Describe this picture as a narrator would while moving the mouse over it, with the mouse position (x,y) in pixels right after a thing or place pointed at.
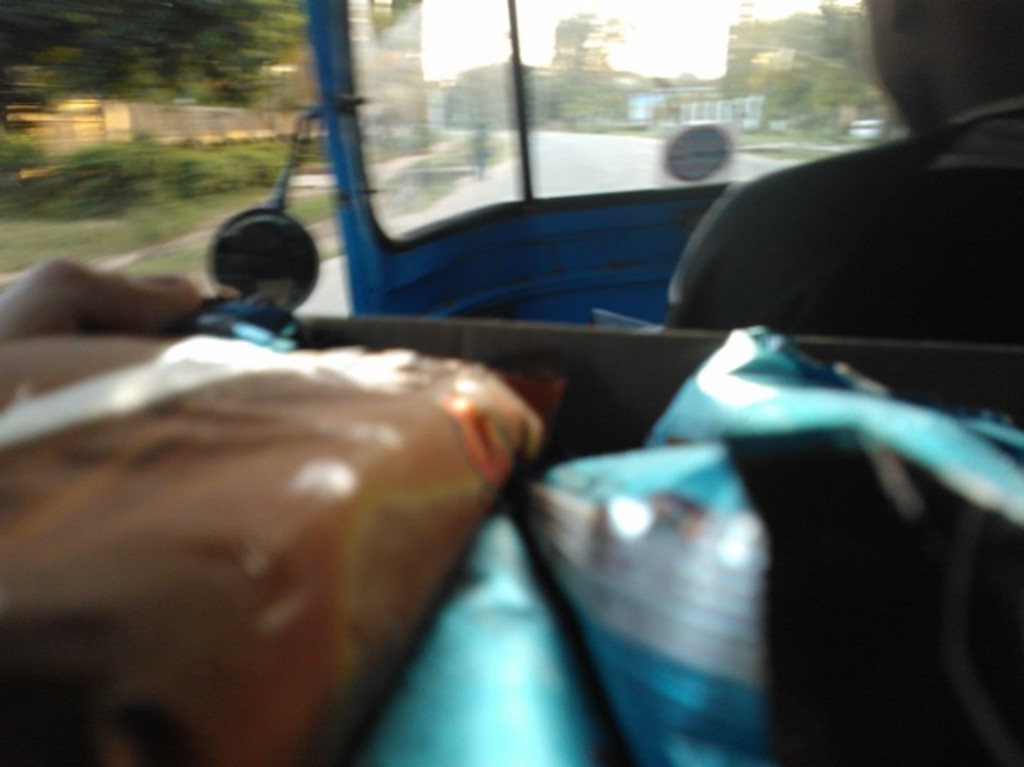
In this image there are packets (568,727) in a auto (659,268) and a person (746,201) is sitting in it.
